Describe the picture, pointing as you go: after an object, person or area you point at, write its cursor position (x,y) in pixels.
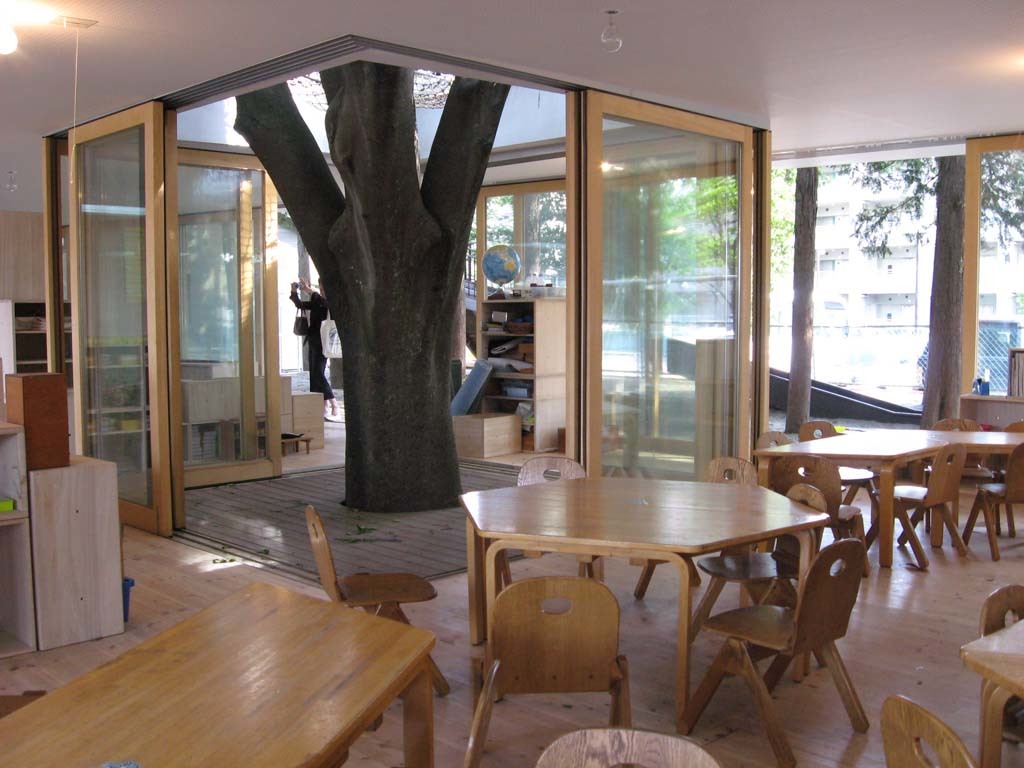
In this image I can see tables (485,508), chairs (885,750), doors (618,385), cupboard (564,390), trees (323,282) and buildings (906,251). This image is taken in a classroom (769,308).
